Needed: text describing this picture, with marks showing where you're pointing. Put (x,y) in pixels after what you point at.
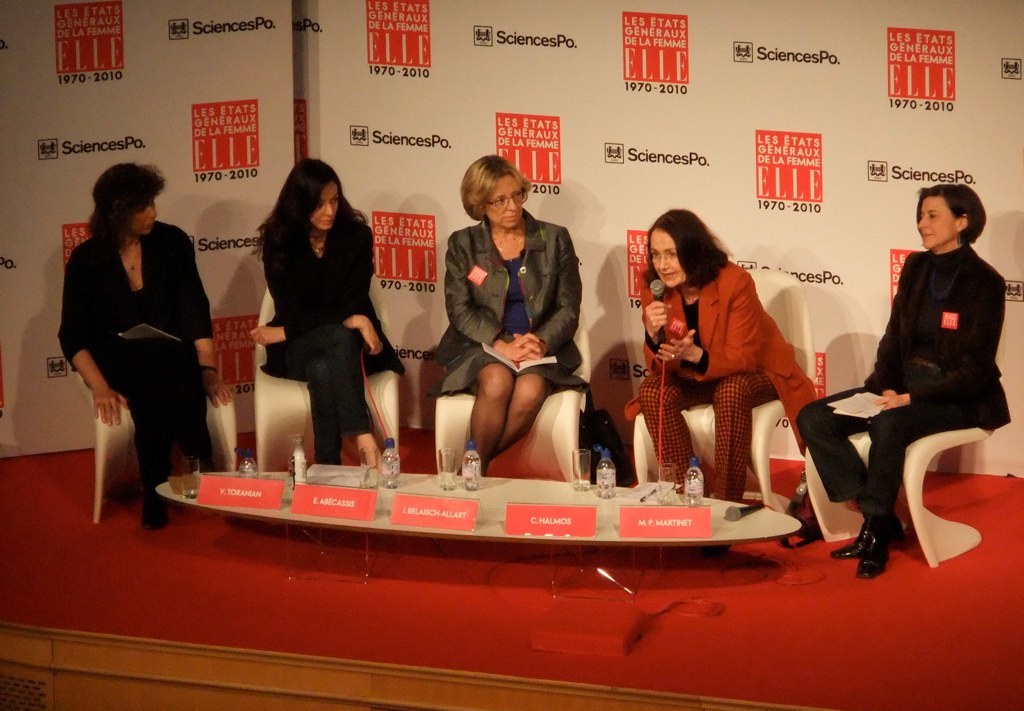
In this picture there are ladies (570,279) in the center of the image (611,318) and there is a poster (582,107) in the background area of the image (674,107).
